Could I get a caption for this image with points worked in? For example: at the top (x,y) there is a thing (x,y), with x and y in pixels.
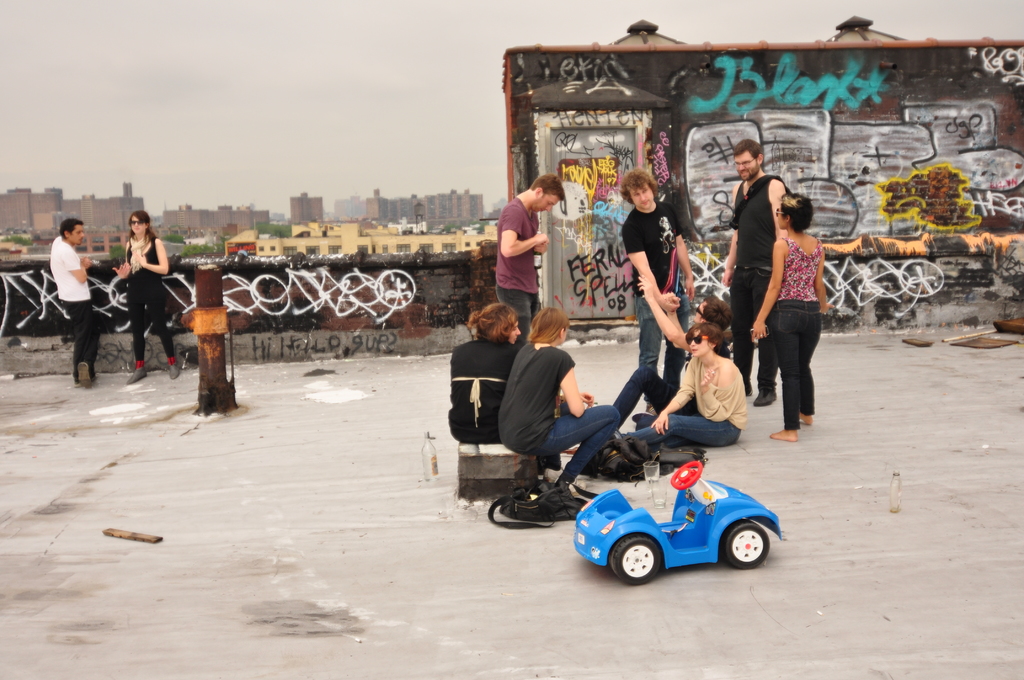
In this image we can see people (84,385) standing and some of them are sitting. At the bottom (677,538) there is a toy car (673,554) and we can see glasses (660,493), bottles (423,471) placed on the floor (504,657). In the background (397,310) there is a wall (362,284) and we can see graffiti (327,295) on the wall (391,294). There are buildings (224,212), trees (205,248) and sky (308,69).
